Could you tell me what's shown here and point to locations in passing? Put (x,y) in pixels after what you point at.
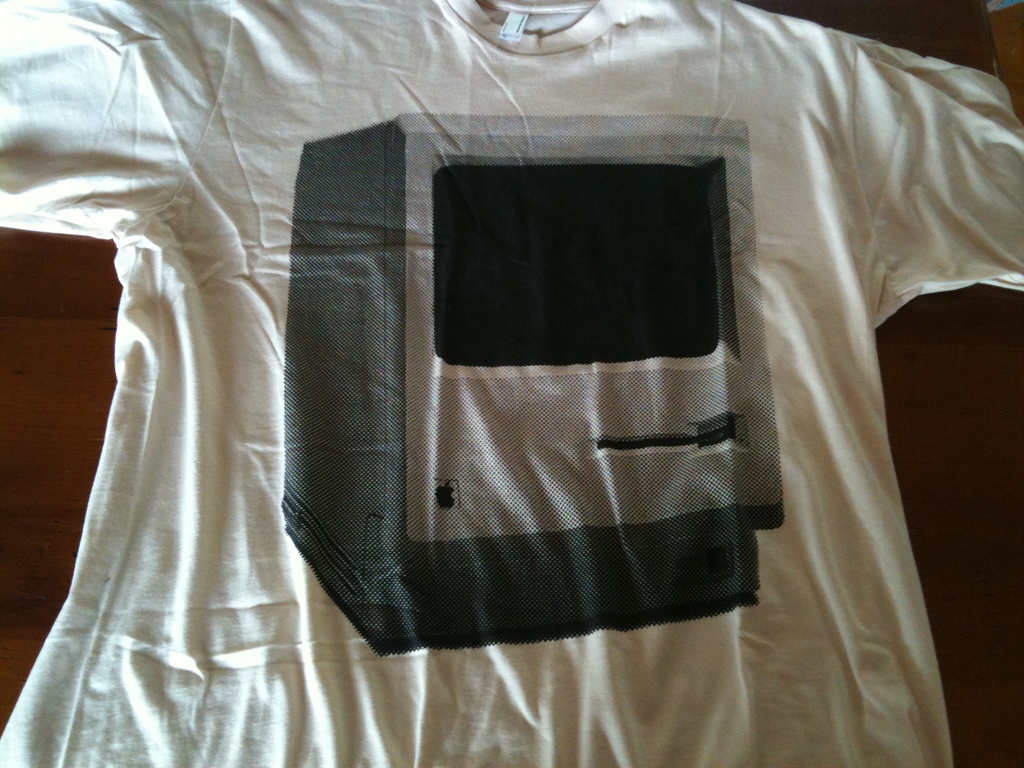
On the brown surface (950,482) we can see a white t-shirt (638,45).
